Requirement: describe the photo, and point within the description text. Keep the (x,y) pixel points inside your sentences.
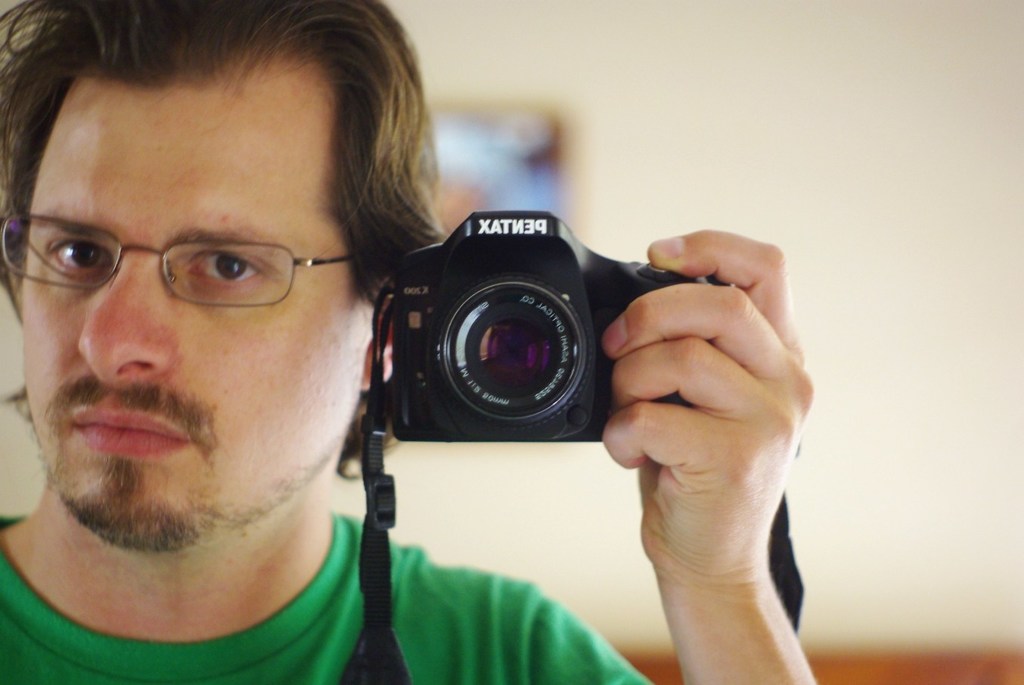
In this image a man (374,18) is holding a camera (594,358) in his hand (668,407) and wearing a spectacles (178,263). At the background (786,95) there is a wall (625,159) with a picture frame (560,155) on it.
